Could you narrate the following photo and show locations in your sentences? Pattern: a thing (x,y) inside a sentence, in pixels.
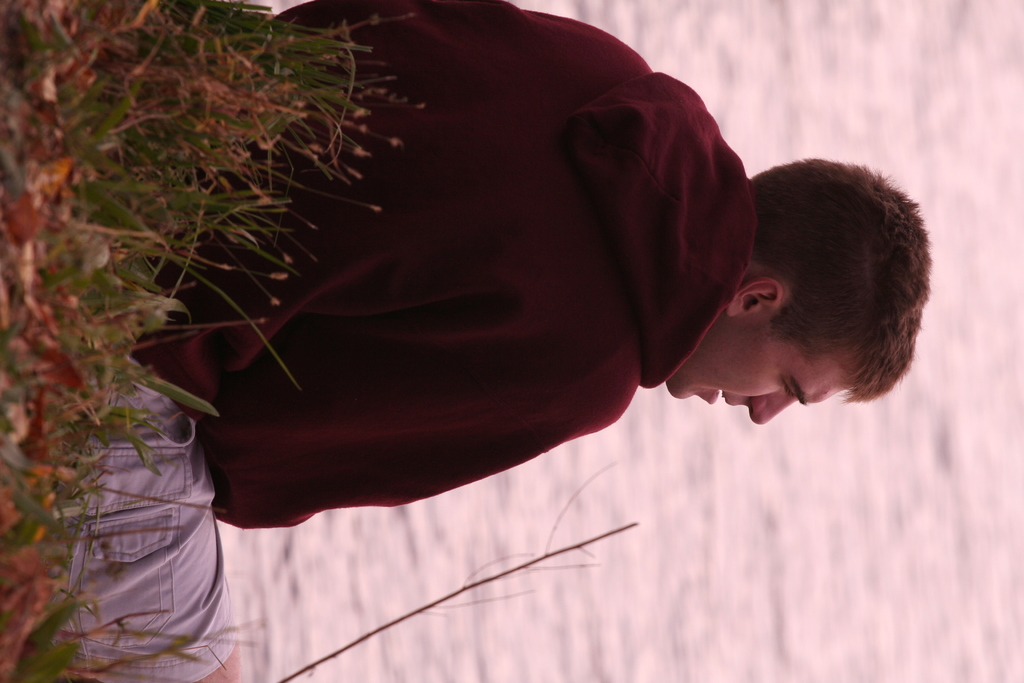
In the center of the picture (395,283) there is a person (293,303) sitting. On the left (68,303) there are shrubs (104,169) and grass (100,261). On the right (781,494) there is a water body (845,429).
